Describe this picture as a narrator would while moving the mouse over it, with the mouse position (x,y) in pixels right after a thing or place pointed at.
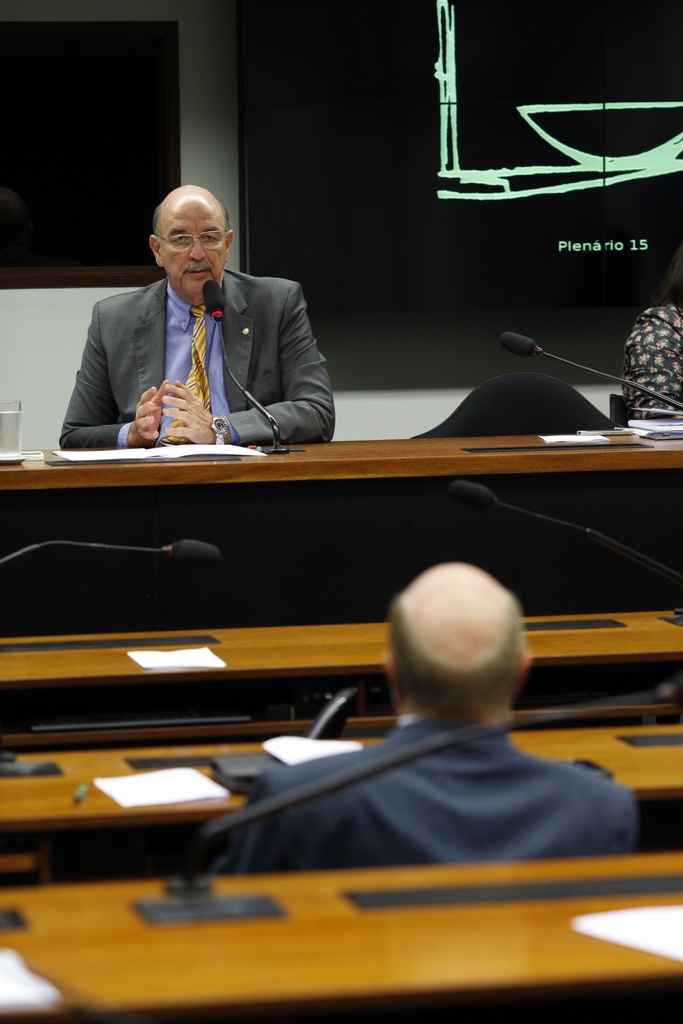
In this image in the center (247,357) there is one person (175,338) who is sitting, and he is talking in front of him there is a mike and table (277,477). On the table (305,448) there are some papers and glass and also there are some tables (272,632). At the bottom (321,807) and one person (508,737) is sitting, on the tables (152,768) there are some papers (175,783) mikes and pens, and in the background (158,122) there is a television (443,210) and a screen (408,134) and wall (17,342). On the right side (644,367) there is another person (657,373).
